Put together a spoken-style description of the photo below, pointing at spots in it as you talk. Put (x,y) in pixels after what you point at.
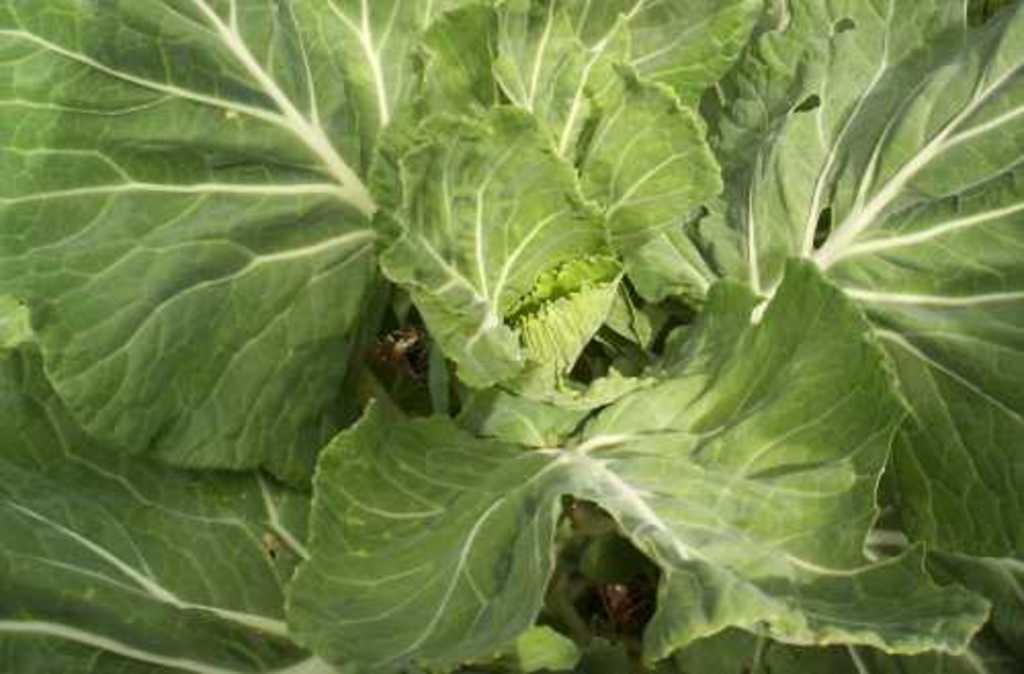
In this image we can see a plant (510,347) and there are many leaves (534,427) to it.
